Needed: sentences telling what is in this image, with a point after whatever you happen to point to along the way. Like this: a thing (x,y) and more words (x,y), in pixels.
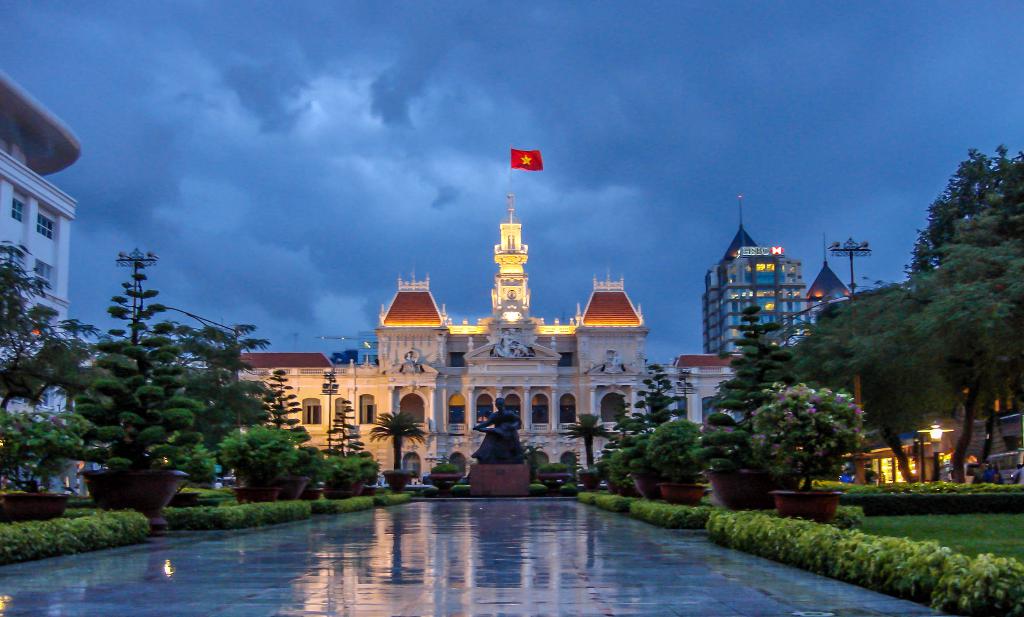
In this image, there are a few buildings (539,352). We can see the ground (638,580). We can see some grass (878,520) and plants (801,458) in pots (745,483). There are a few trees (939,407). We can see some poles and a statue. We can see a flag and the sky (485,159) with clouds (487,143). We can also see a light pole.
